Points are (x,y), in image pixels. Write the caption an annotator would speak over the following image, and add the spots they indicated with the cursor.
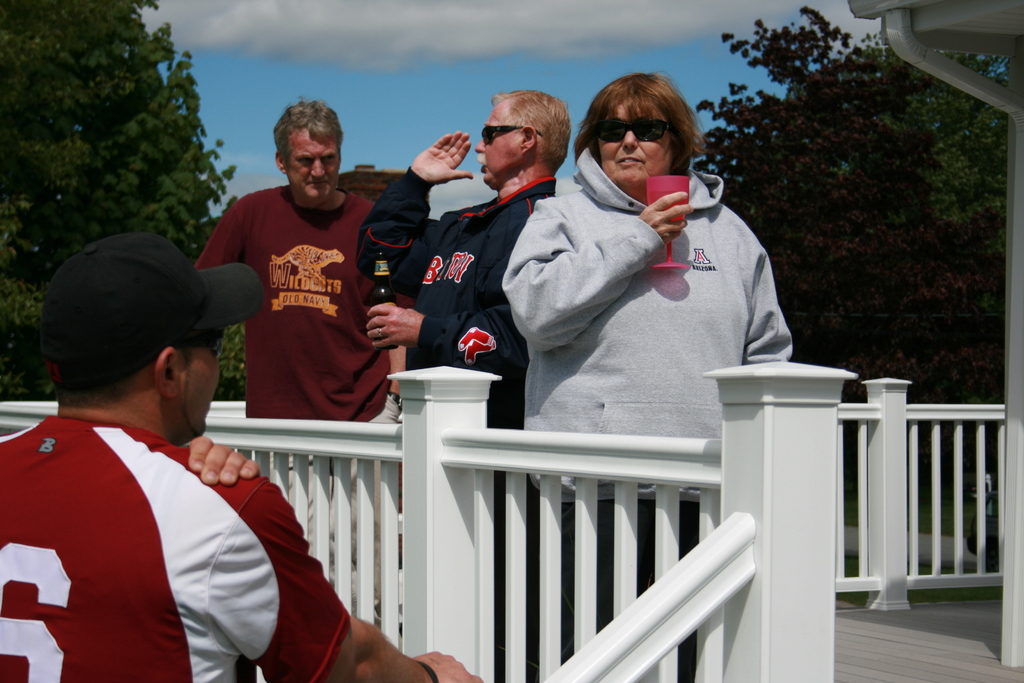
In the middle of the image (589,263) few people (412,168) are standing and holding something in their hands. Behind them there are some clouds (375,61) and sky (412,97). Top right side of the image (806,72) there are some trees (757,186). Bottom of the image (729,479) there is fencing (745,369). Bottom left side of the image (242,612) a man (191,557) is standing and watching. Top left side of the image (178,129) there is a tree (149,157).
